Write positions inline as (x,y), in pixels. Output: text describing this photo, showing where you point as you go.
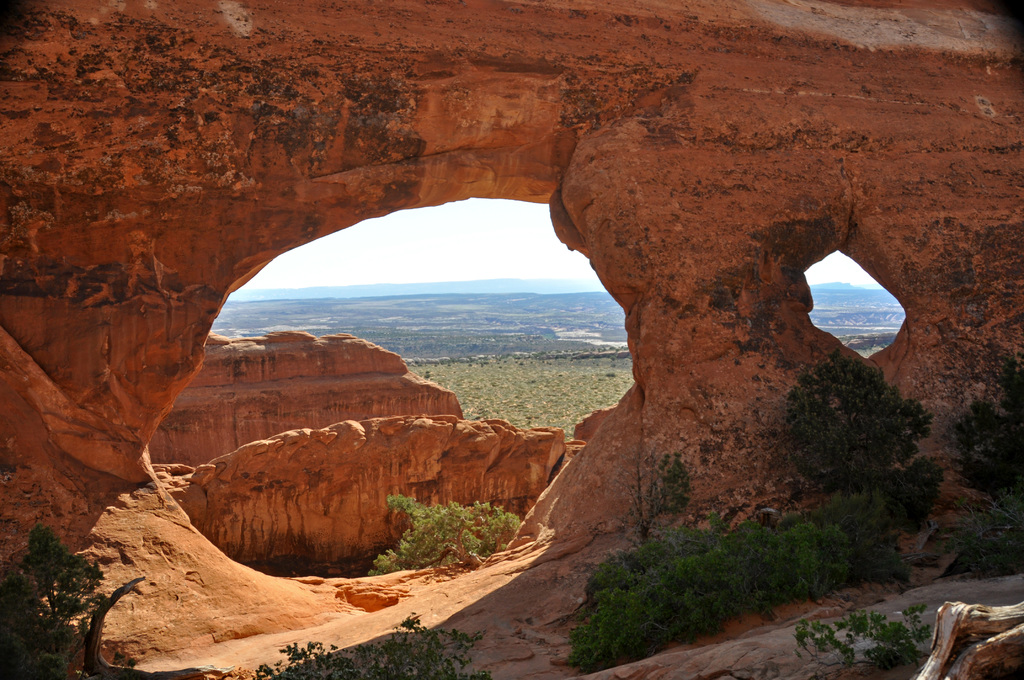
In this image, we can see caves (180,321) and there are trees (794,545). In the background (466,235), there is sky (457,249).
